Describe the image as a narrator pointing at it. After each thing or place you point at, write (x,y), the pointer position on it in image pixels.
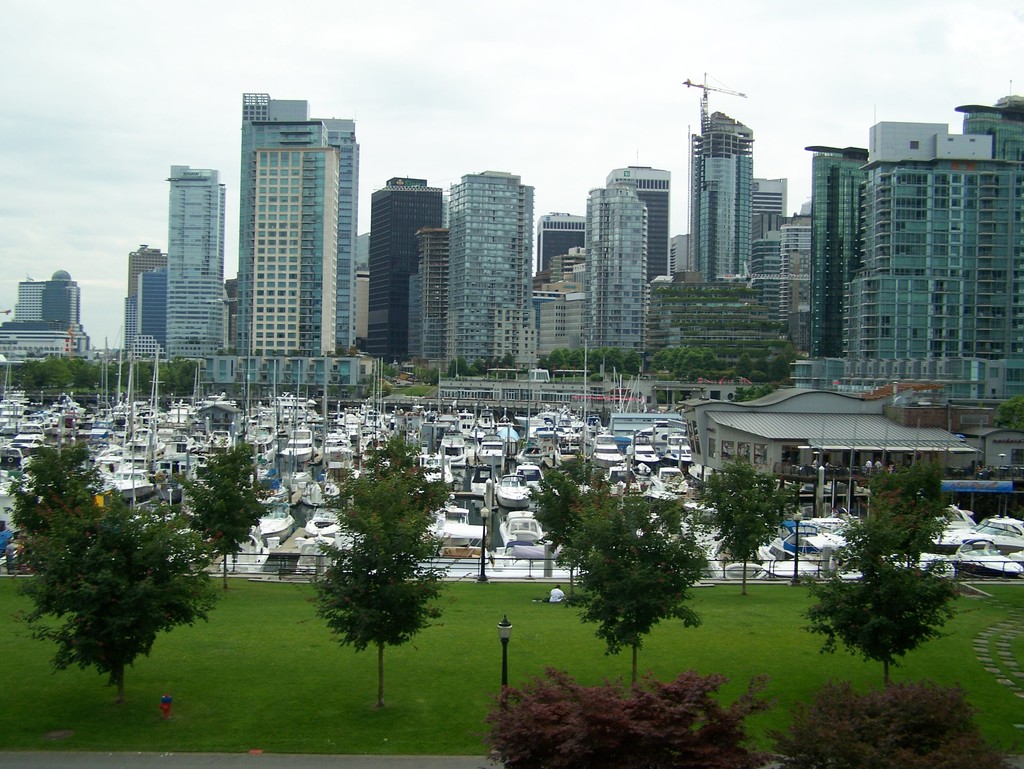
This image is taken outdoors. At the bottom of the image (366,685) there is a ground (253,695) with grass (417,674) on it and there are a few trees (638,584). In the middle of the image (559,425) there are many boats (601,453) and ships (476,474). In the background (747,316) there are many buildings (351,327) and houses (228,310) with walls (650,264), windows (726,218), doors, roofs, railings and balconies (976,351). At the top of the image (186,109) there is a sky (710,61) with clouds (776,28).
